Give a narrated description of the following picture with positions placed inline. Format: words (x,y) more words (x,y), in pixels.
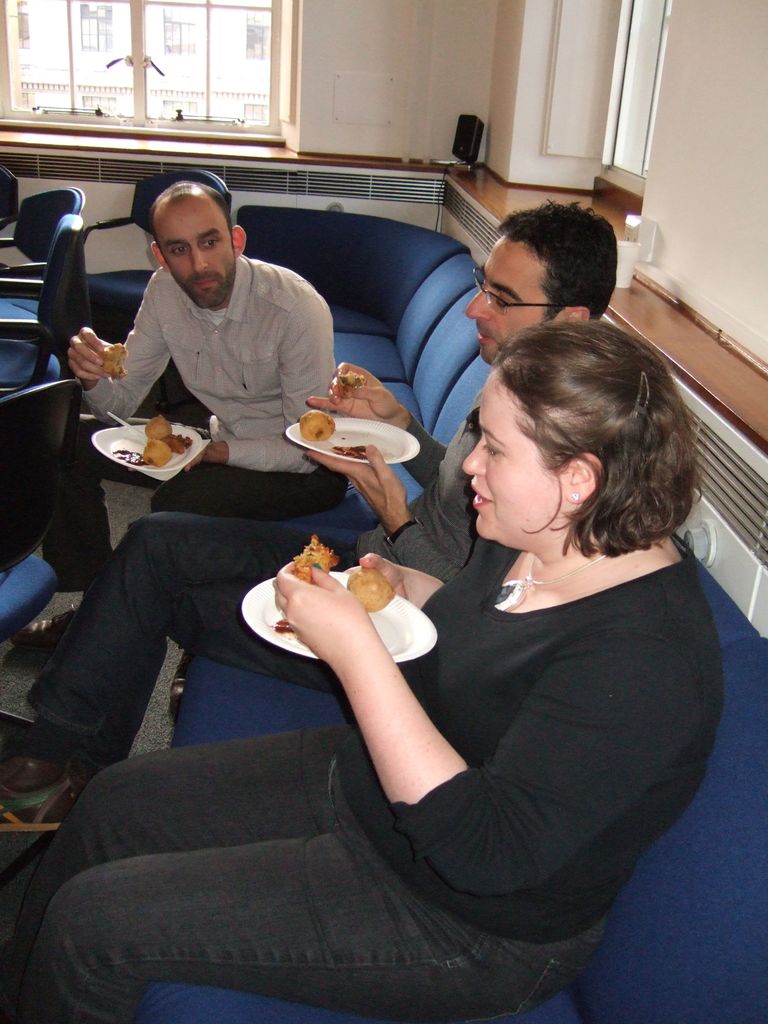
In this image there are three persons (371,632) sitting on a blue color sofa (377,264) and holding a white color bowls (297,441) with some food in the middle of this image (343,441). There are some blue color chairs (58,361) on the left side of this image (48,305). There is a wall (666,150) in the background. There is a window glass (154,73) on the top of this image (207,67).
